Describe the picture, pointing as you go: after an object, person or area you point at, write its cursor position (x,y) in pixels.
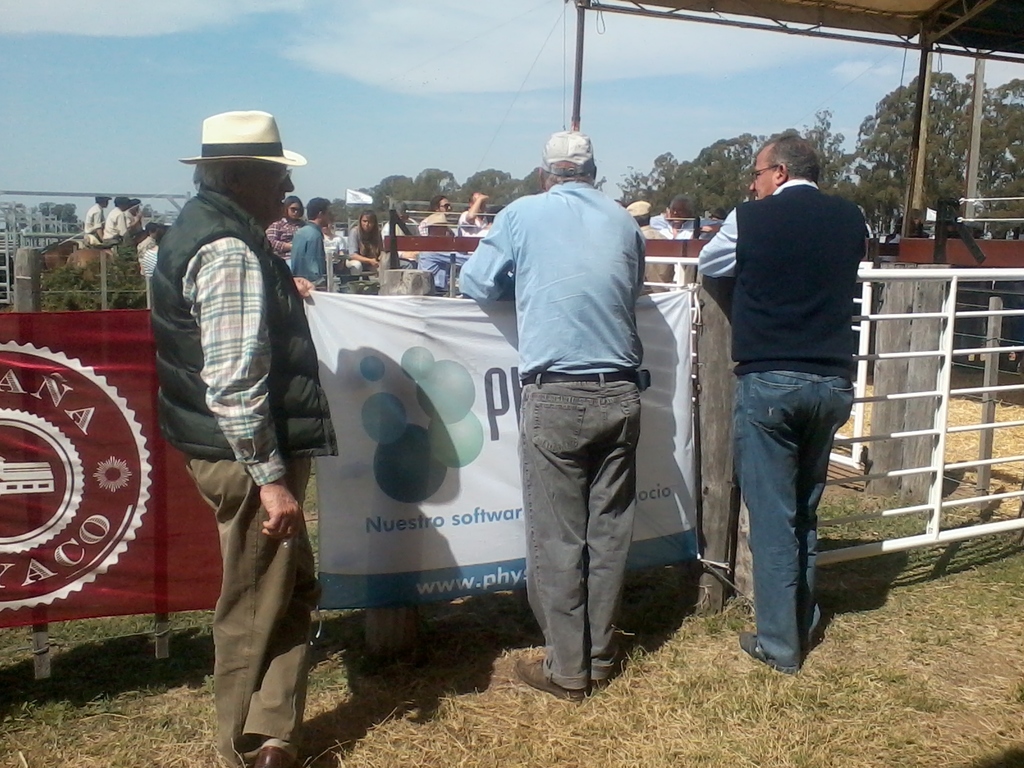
In this picture I can see there are few people (558,373) standing here and in the backdrop (82,272) there are people (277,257) riding the horse (59,262) and there are trees (953,159), the sky (398,166) is clear.
